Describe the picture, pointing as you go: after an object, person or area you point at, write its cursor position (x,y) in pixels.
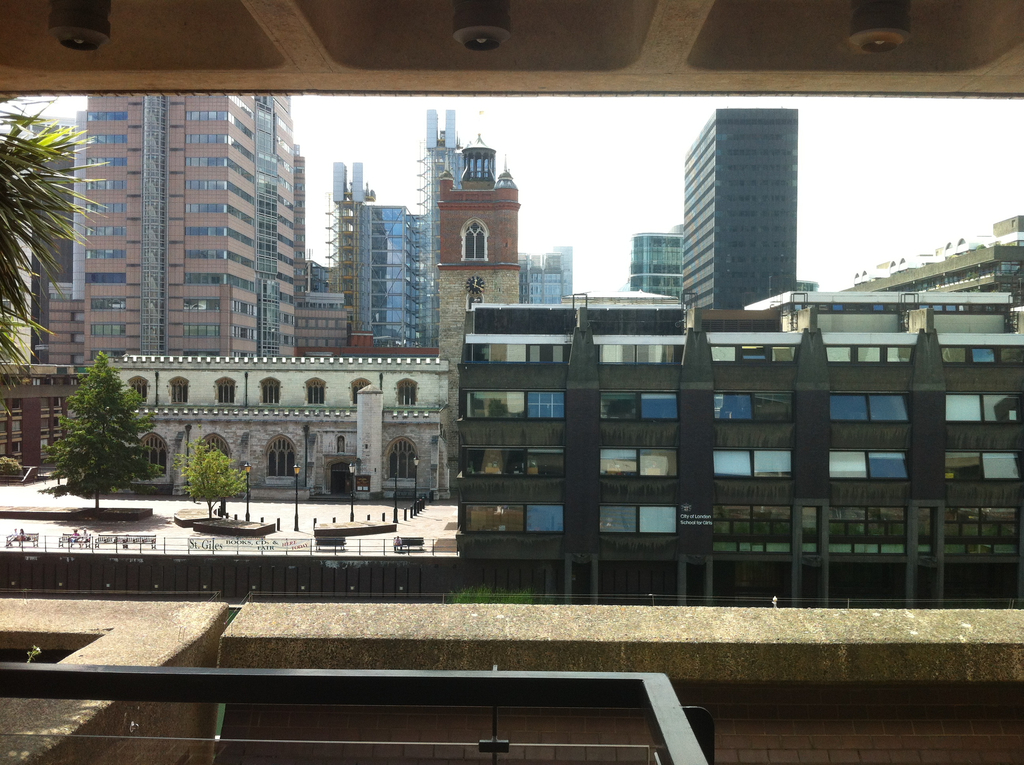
In this picture we can see buildings (189,190) with windows (541,470), trees (115,408), electric poles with lights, fences (417,555) and some people (23,538) sitting on benches (66,544) and in the background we can see the sky (523,163).
